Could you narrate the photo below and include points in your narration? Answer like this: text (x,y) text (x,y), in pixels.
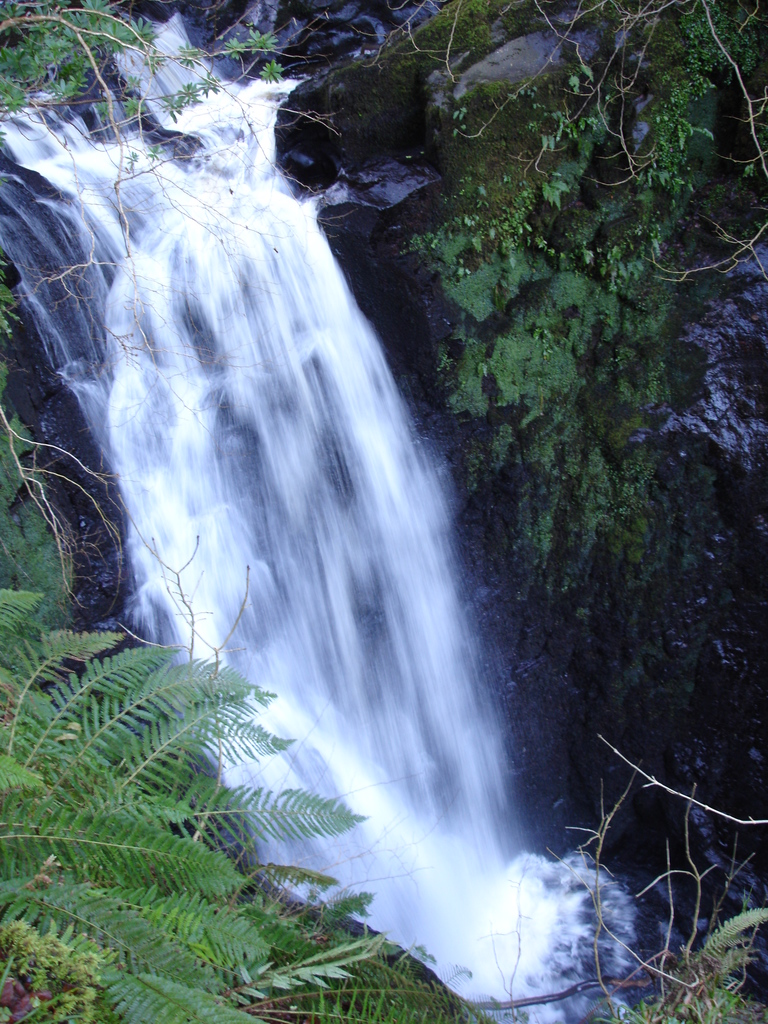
In this image we can see trees (5,422), leaves (520,207), rocks (71,406), also we can see the waterfall (298,489).
